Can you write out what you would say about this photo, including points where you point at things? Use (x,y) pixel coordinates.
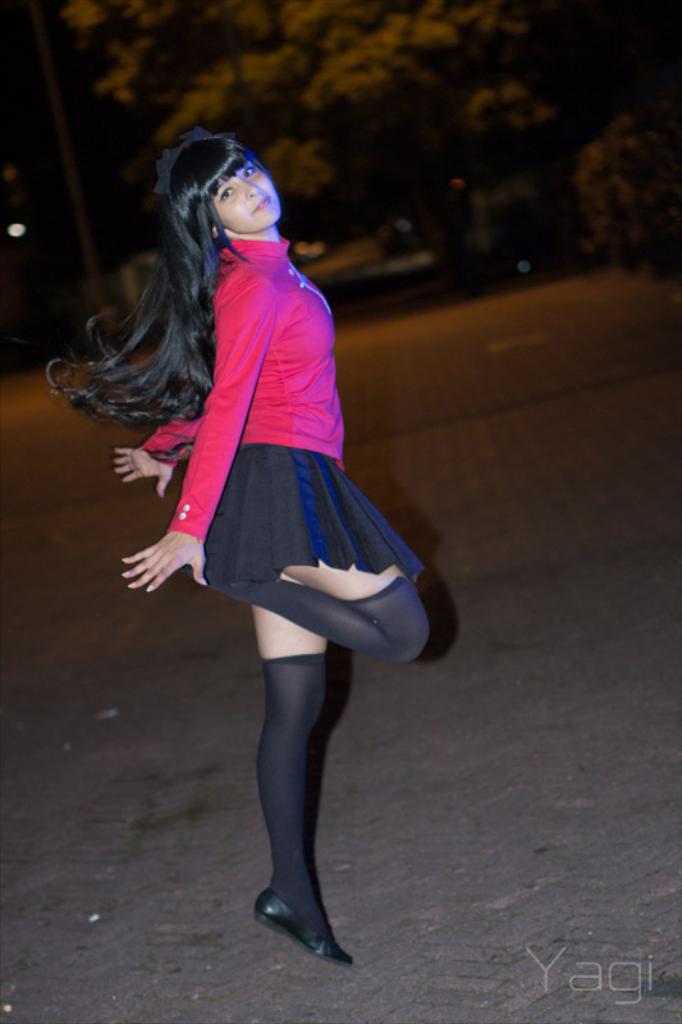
In this image we can see a woman (285,285) with long hair (179,386) wearing pink shirt (292,355) is standing on the ground (245,936). In the background (186,100), we can see a group of trees (199,114).
